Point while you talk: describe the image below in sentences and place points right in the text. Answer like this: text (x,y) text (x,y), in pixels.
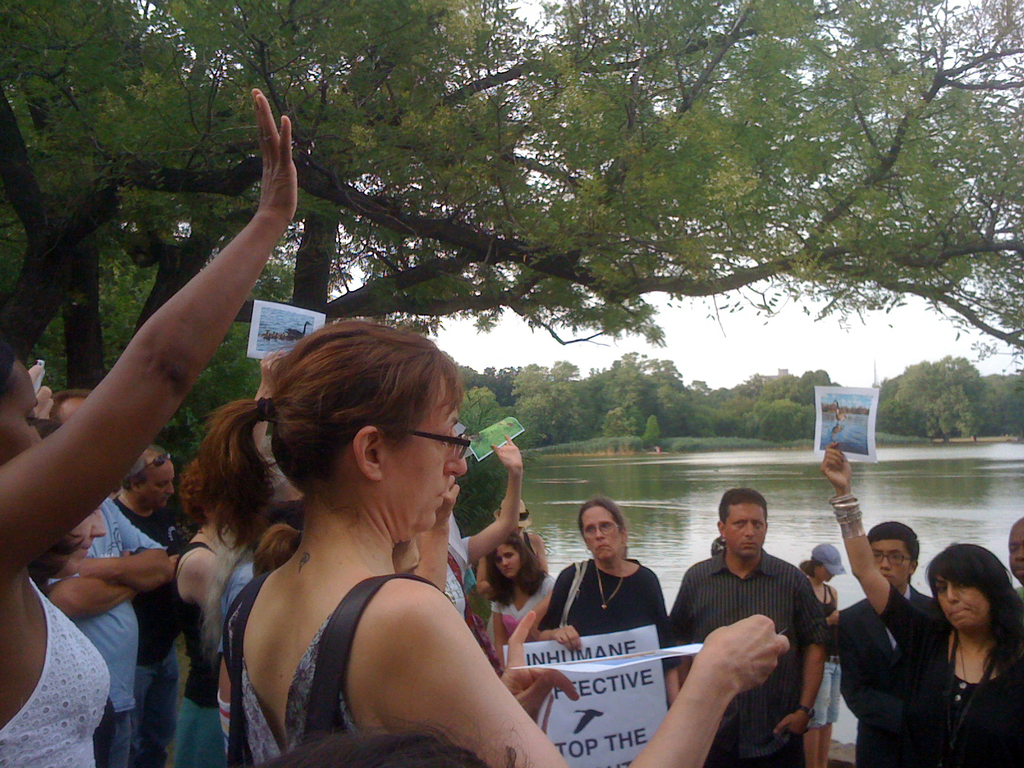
In this picture, we see the people (251,485) are standing and they are holding the papers (280,335) in their hands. The woman (458,689) in front of the picture wearing the spectacles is holding a paper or a poster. The woman (579,607) in the middle (618,508) who is wearing the black dress (611,584) is holding a banner (530,654) or a board (622,650) in white color with some text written on it. Behind them, we see water (692,520) and this water (675,504) might be in the pond (788,521). On the left side (127,234), we see the trees (187,247). There are trees (800,383) in the background (800,386). We even see the sky (779,311).
